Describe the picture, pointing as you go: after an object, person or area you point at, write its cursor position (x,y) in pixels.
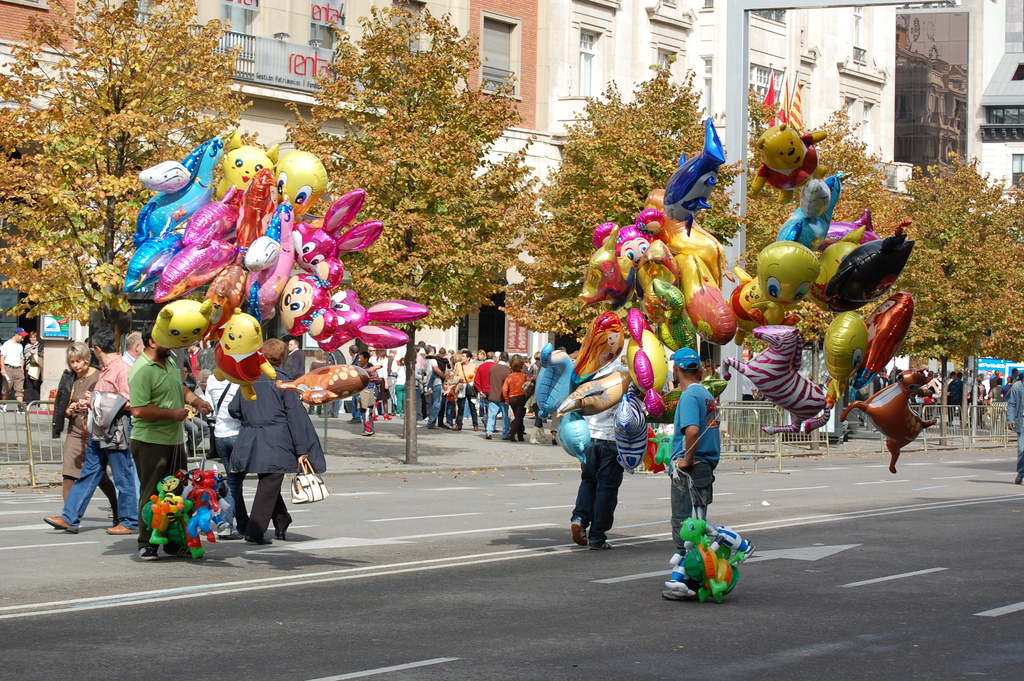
In this picture we can see three persons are standing and holding balloons (569,377), toys (689,529). In the background of the image (567,161) we can see the buildings (487,63), poles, balcony (251,76), boards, windows (487,76), trees (438,224), barricades (47,462), a group of people (521,397). At the bottom of the image (561,540) we can see the road (623,535).
